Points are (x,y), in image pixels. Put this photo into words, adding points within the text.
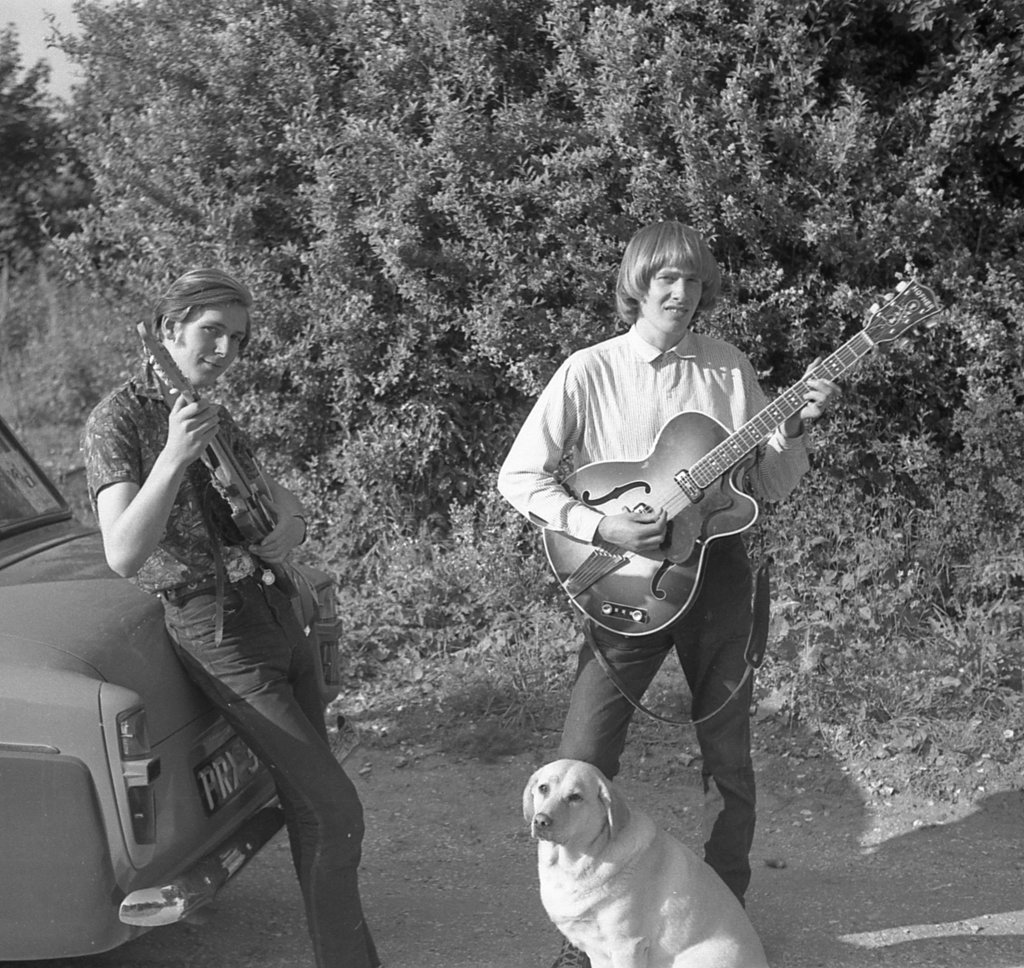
In the image we can see two persons (620,522) were holding guitar (575,487). And on the left side (98,742) we can see the car (82,772). In bottom (616,893) we can see dog (616,872). Back of them we can see trees (615,154).
